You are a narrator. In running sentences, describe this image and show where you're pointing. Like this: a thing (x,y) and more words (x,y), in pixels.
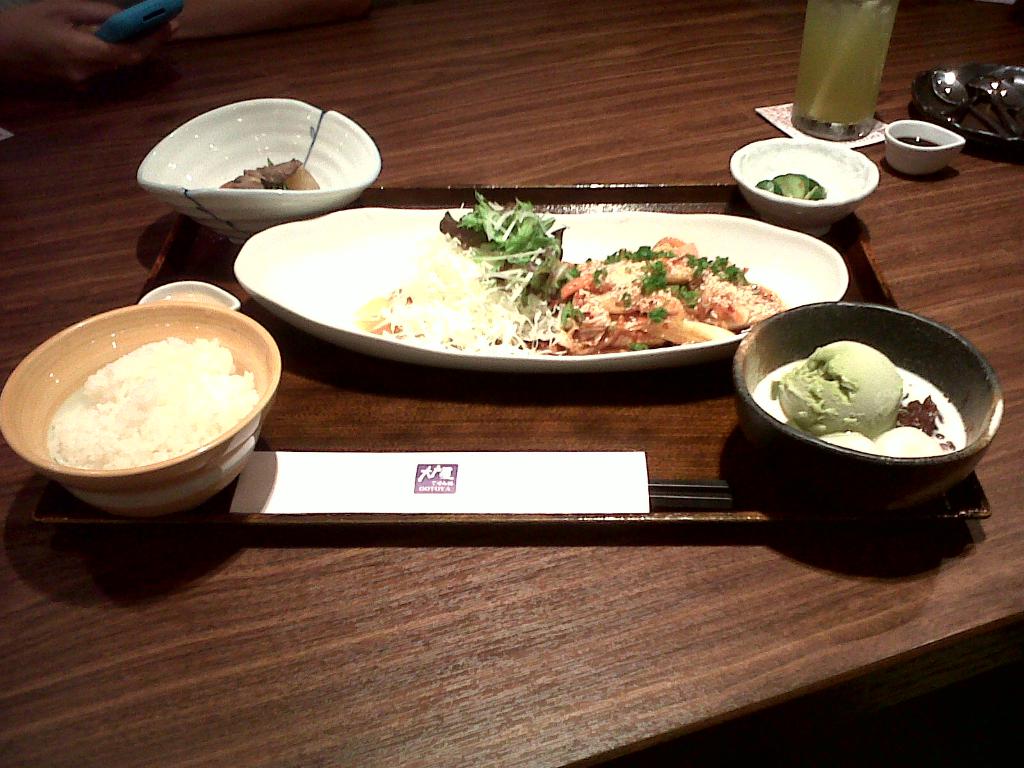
On the wooden table (341,656) we can see a tray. We can see food (590,263) in a plate (386,241) and there are food items (114,383) in the bowls (230,158). We can see liquid (858,35) in the glass (843,42). There are spoons (965,90) beside to a glass (855,53). In the top left corner (145,42) we can see a person's hand (153,29) holding a blue object (170,8).
